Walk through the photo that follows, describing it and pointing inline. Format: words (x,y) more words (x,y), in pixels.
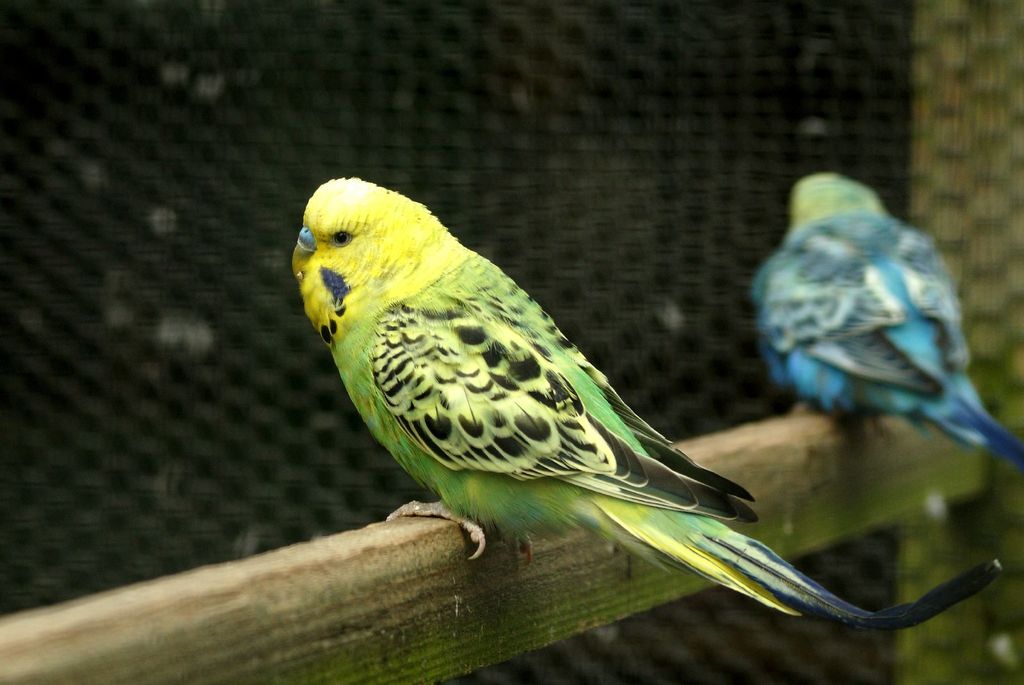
In this image I can see two birds (570,366) and colour of these birds (517,493) are blue, green and black. I can also see this image is little bit blurry from background (884,656).
